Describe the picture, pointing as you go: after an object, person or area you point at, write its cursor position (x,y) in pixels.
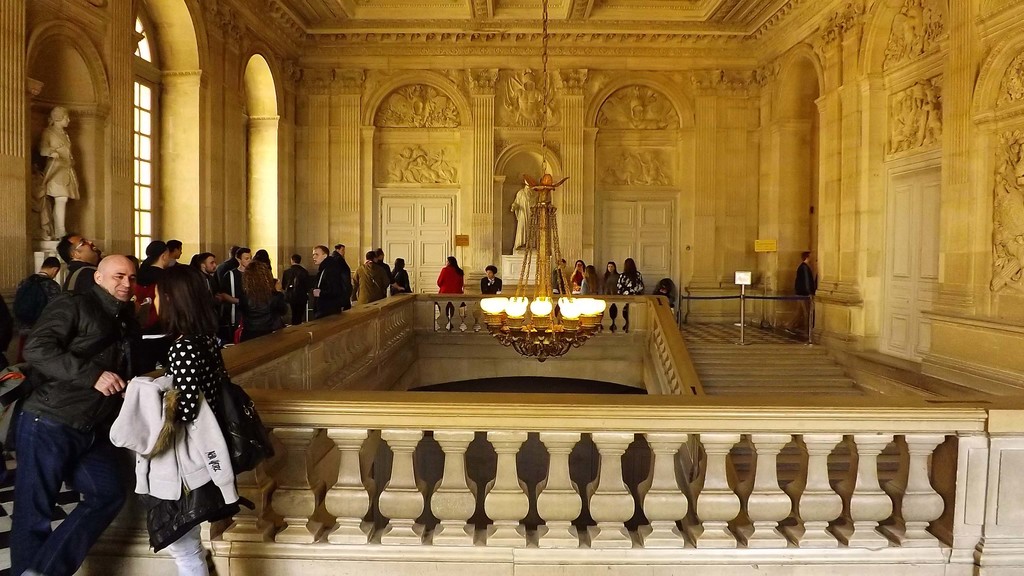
In this picture we can see a chain (547,27), chandelier (544,214), lights (584,300), fences (615,313), steps (785,364), stand (740,338), statues (65,148), windows (136,170), doors (649,255), walls (581,63) with designs (1019,102) on it and a group of people (167,368) standing and some objects (125,428).
